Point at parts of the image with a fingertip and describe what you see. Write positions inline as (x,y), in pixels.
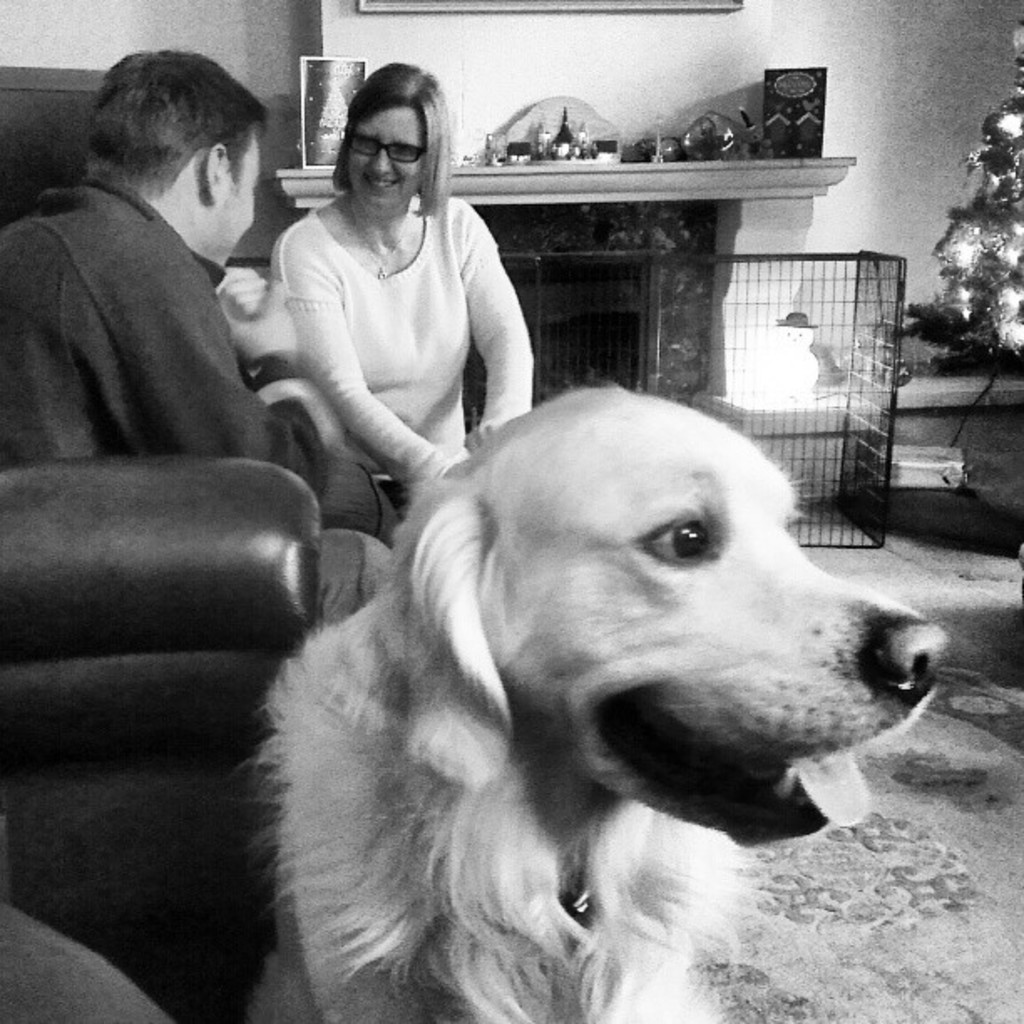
In this image I can see a dog (506,600) is sitting on the floor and a couch (116,667) on which a man (79,315) and a woman (407,337) are sitting and in the background (586,325) I can see the fire place (615,285), the metal railing (652,313), a light (758,358), a snowman (784,361), a Christmas tree (960,309), the wall (938,86) and few objects (815,94) on the fireplace (571,298).
